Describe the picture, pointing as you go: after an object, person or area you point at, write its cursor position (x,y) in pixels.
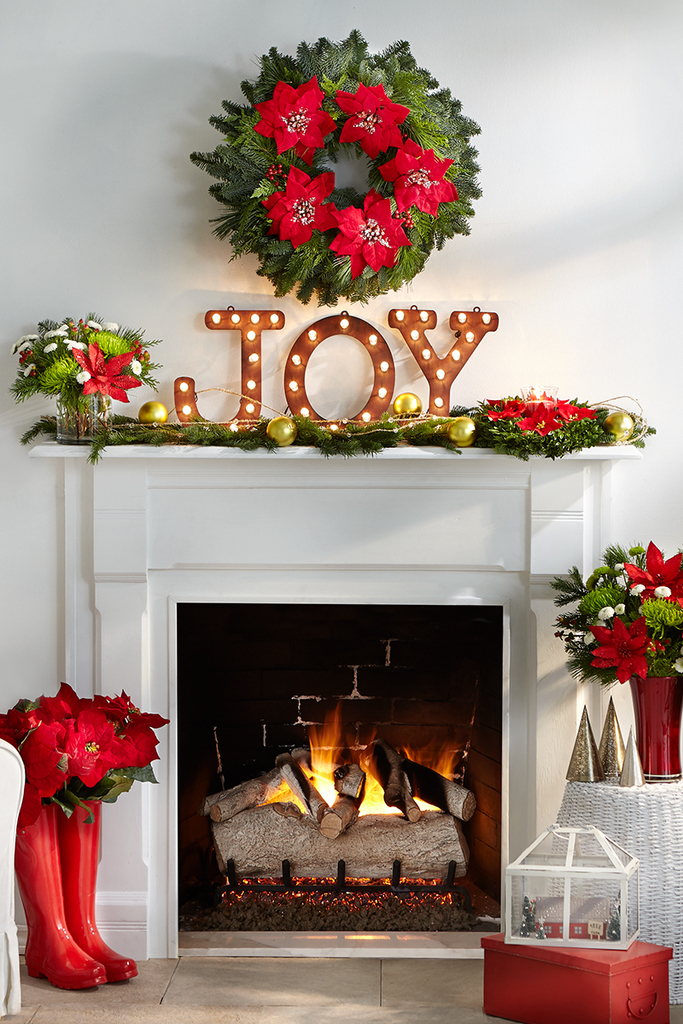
In this image, we can see a fireplace (358,763) and there are flower vases (29,720), boxes (599,955), alphabets (389,356) with lights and there are some decor items (250,175). At the bottom (157,975), there is a floor (69,1016).
